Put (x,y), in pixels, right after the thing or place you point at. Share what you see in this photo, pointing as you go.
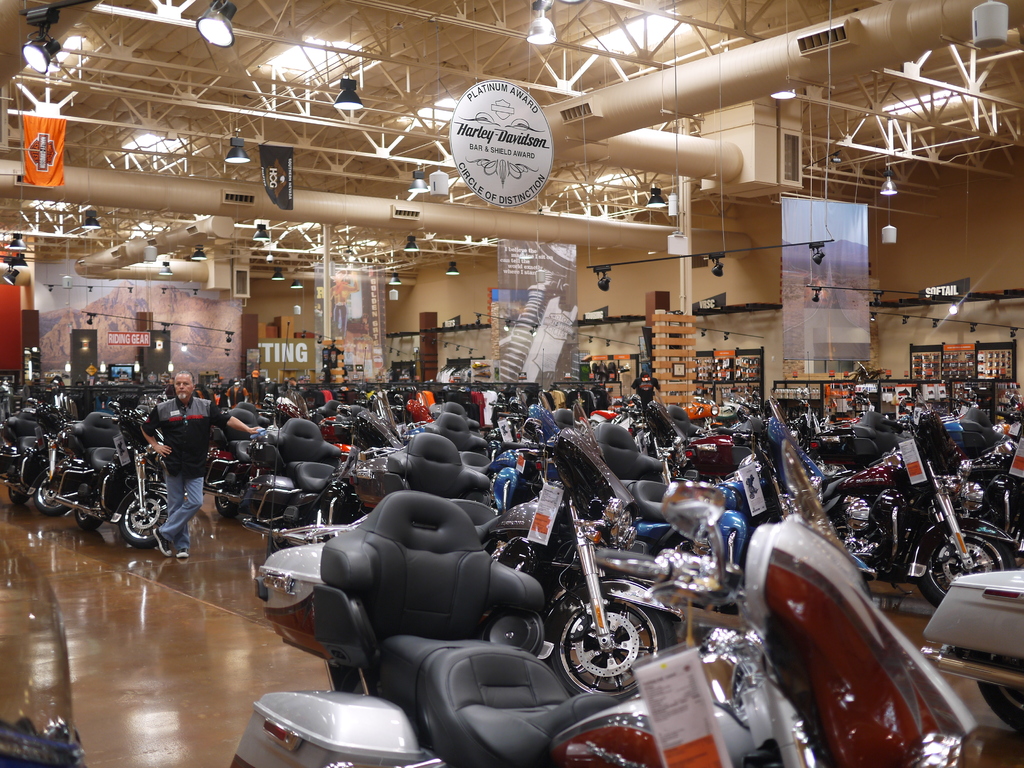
In the picture I can see vehicles (357,501) and people (169,522) standing on the ground (242,574). In the background (352,354) I can see banners (370,350), lights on the ceiling (318,248), boards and some other objects (657,235).
